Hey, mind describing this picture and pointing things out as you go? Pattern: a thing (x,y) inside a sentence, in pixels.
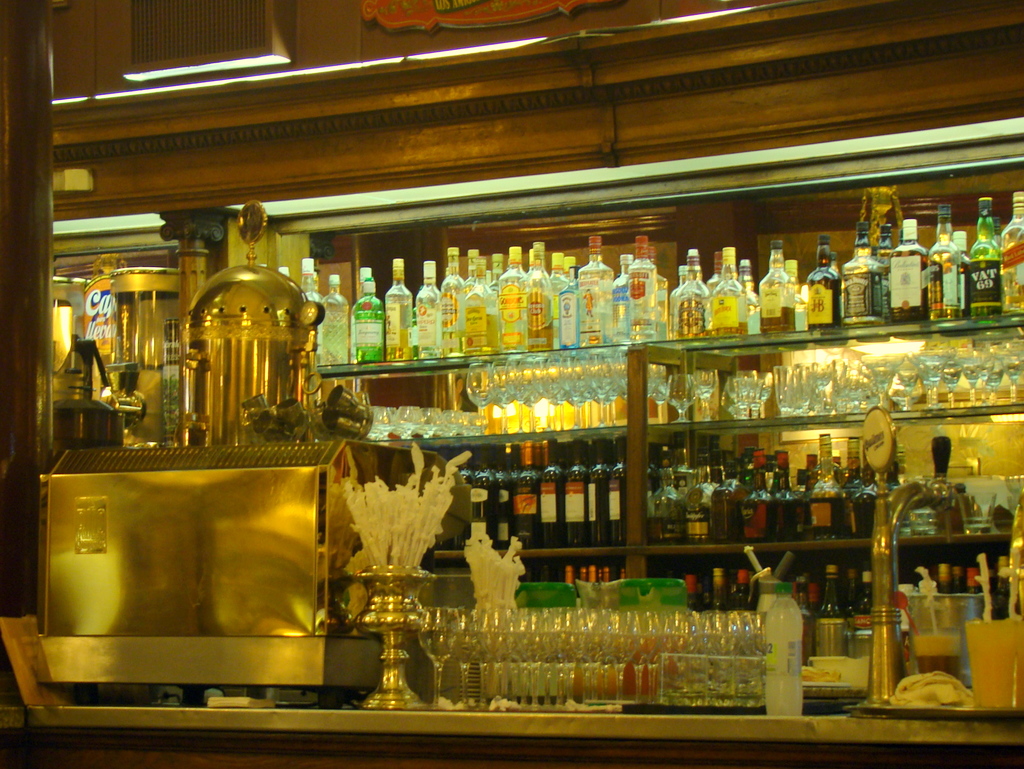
There are racks (696,551). And in the racks (504,354) there are bottles (455,347) and wine glasses (484,376) are kept.
